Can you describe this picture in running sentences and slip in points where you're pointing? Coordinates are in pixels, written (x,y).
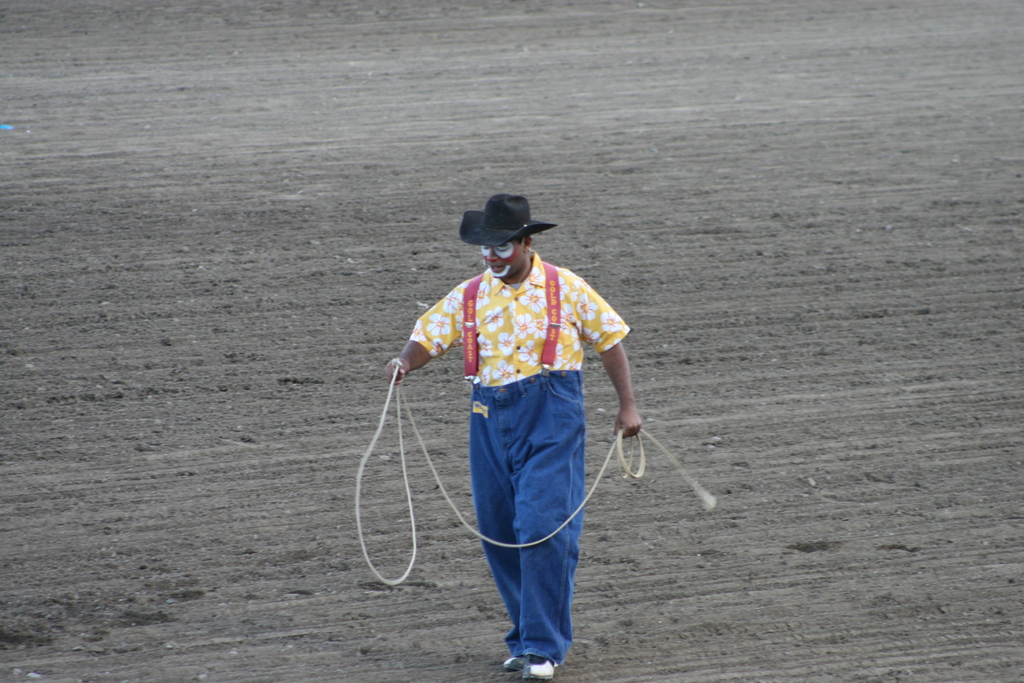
In this picture we can observe a person (475,502) walking on the ground (698,577). He is wearing yellow and blue color dress (506,430). We can observe a black color cap (497,228) on his head (498,270). He is holding a rope (402,436) in his hand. In the background (247,227) we can observe an open land (457,137).
